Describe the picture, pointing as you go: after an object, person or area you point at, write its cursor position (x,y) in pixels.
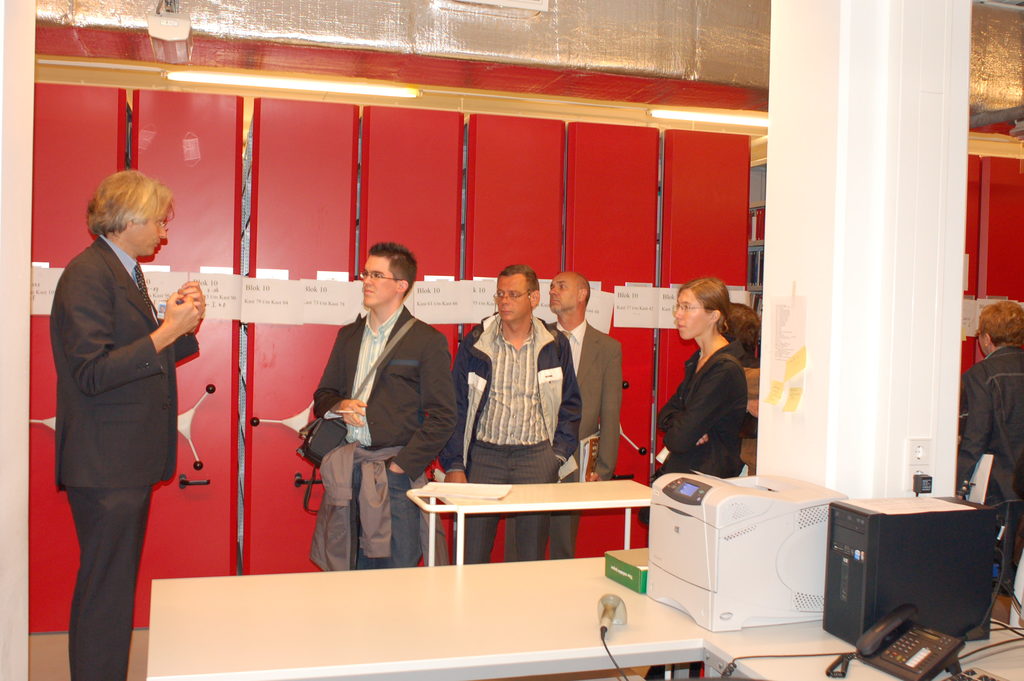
In this image I see number of people (381,491) who are standing and there are tables (461,513) near them, on which there are few equipment (731,515), In the background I see the lights (196,82) on the ceiling (298,29).
